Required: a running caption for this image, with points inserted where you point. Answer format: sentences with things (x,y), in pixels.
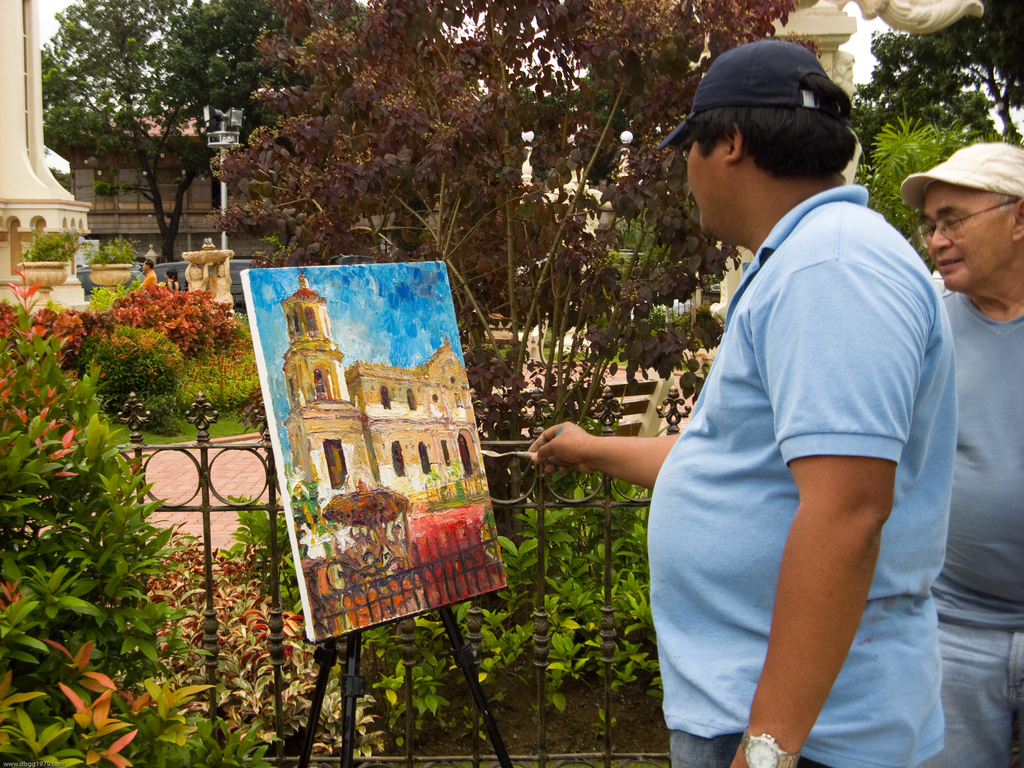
In this picture we can see there are two people (776,534) standing. In front of the people (803,563) there is a painting (367,412) on the board (324,407), and the board (291,470) is on the stand (348,636). Behind the board (331,465), there are iron grilles (212,455), trees (190,159), a building (169,168) and some architectures (17,56). Behind the building (136,163) there is the sky (51,29).
